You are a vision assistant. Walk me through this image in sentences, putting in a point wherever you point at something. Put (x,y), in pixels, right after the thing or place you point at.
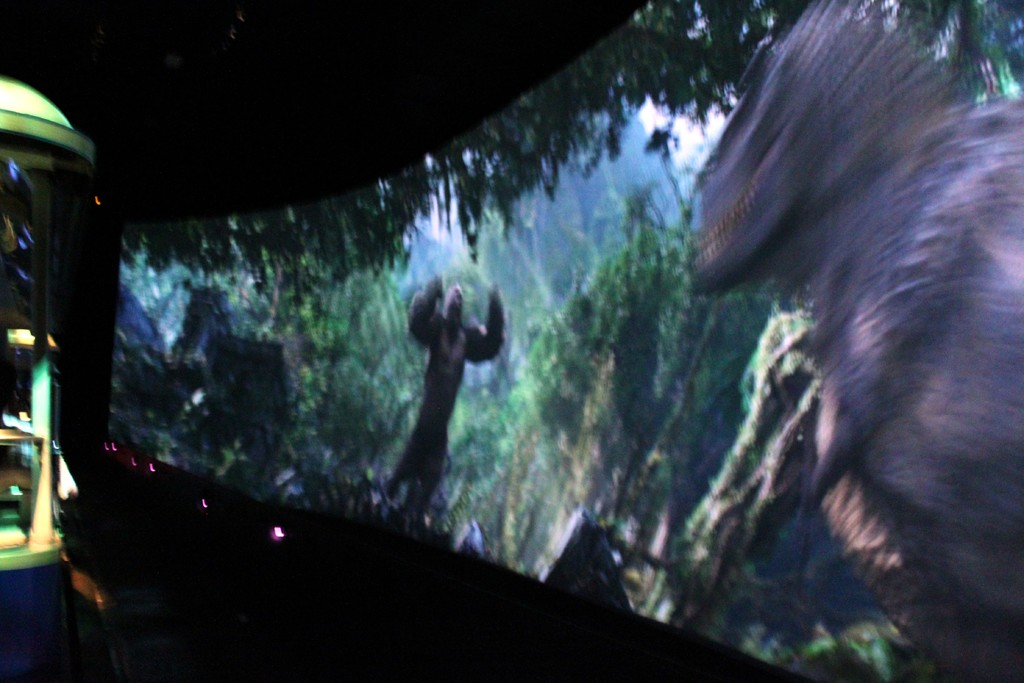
In this picture there is a screen (496,420) and there are animals (934,502), trees (477,253) and there is sky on the screen (577,414). On the left side of the image (28,490) there is an object (5,598). At the bottom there is a plant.
